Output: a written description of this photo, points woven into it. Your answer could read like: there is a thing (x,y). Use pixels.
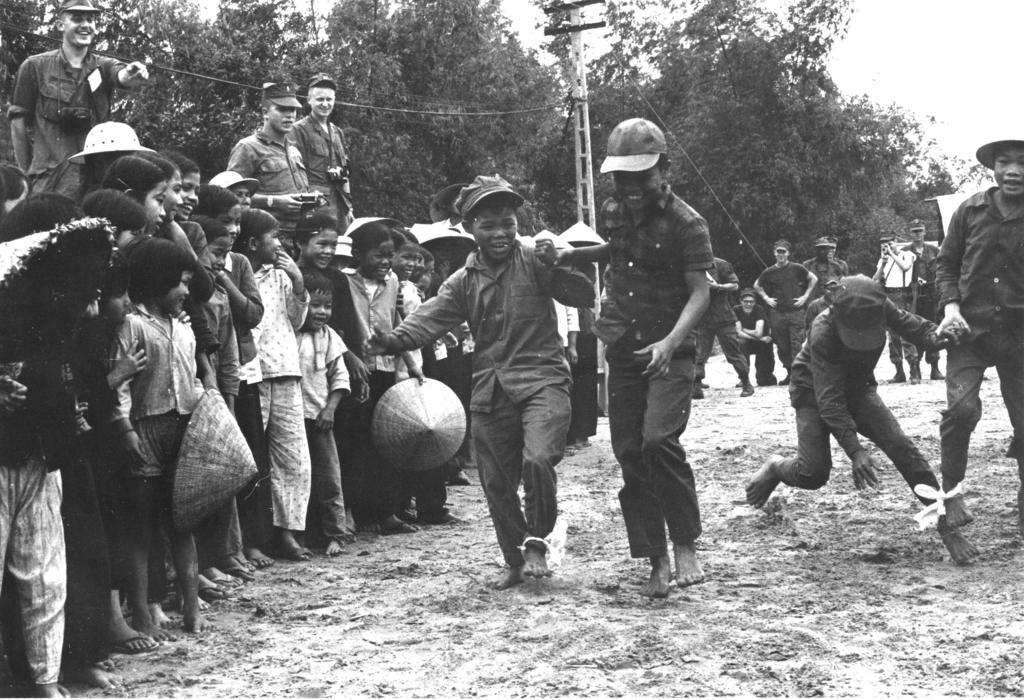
In the image we can see there are people (624,420) standing on the ground (590,669) and they are wearing caps (472,211). There are lot of trees (572,176) at the back (831,195) and the image is in black and white colour.
